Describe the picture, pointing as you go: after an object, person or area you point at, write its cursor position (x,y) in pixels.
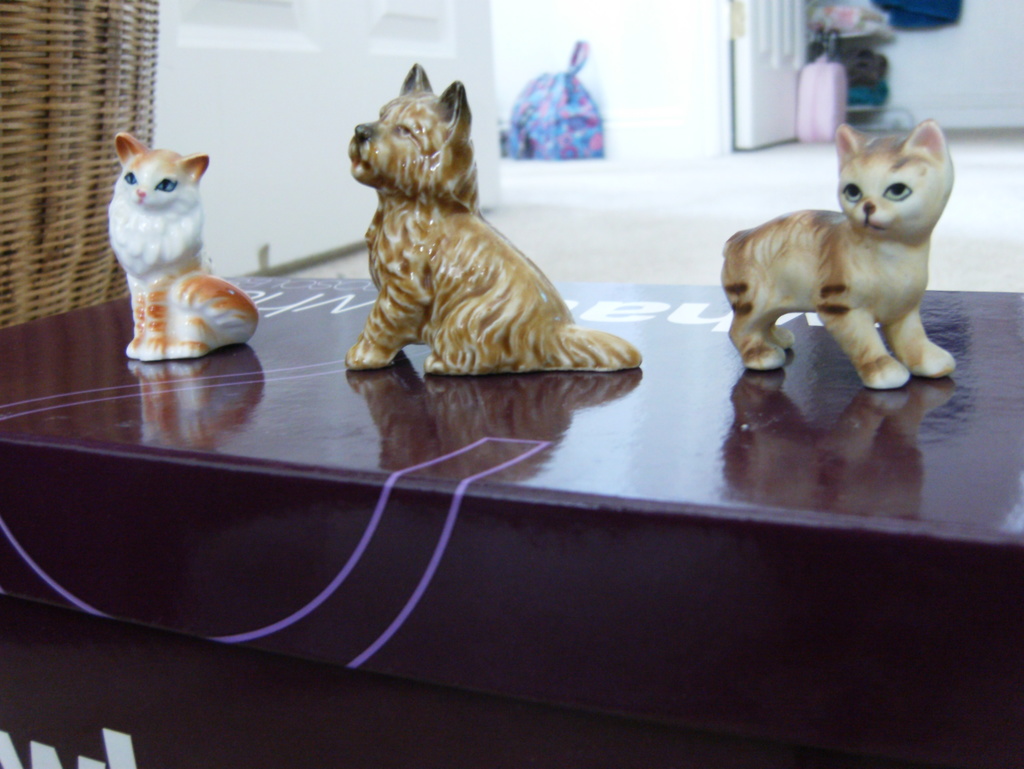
In this image I can see three toys (202,166), they are in white and brown color on the table (460,444) and the table (1023,611) is in brown and purple color. Background (293,119) I can see a door (300,83) in white color.
